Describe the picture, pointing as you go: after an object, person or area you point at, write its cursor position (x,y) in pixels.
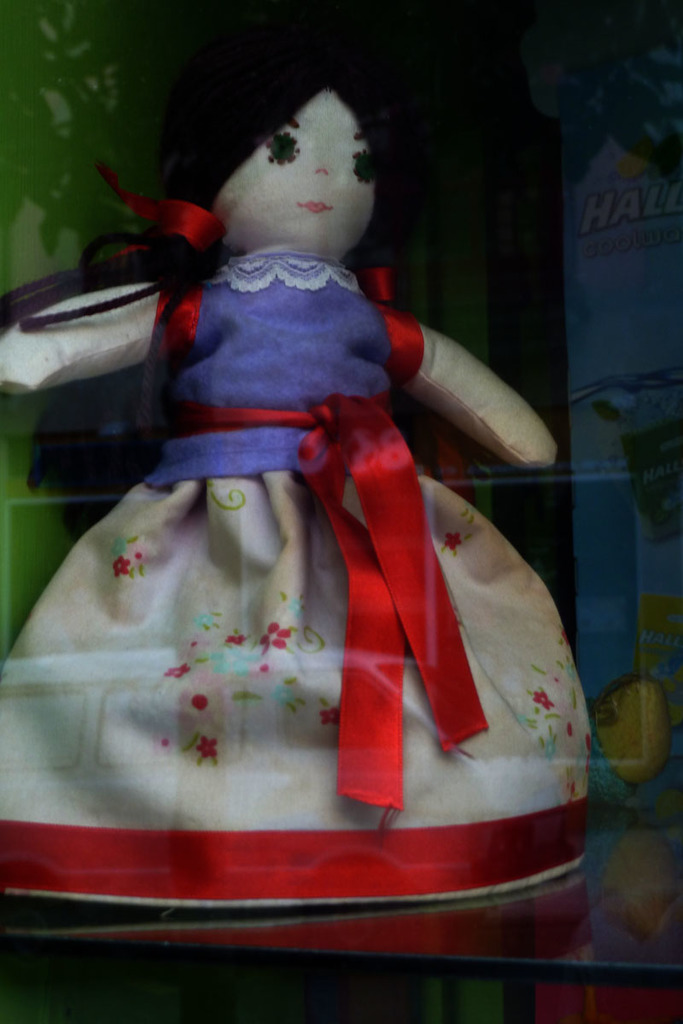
In the picture we can see a doll (385,678) on the glass surface (614,869).
